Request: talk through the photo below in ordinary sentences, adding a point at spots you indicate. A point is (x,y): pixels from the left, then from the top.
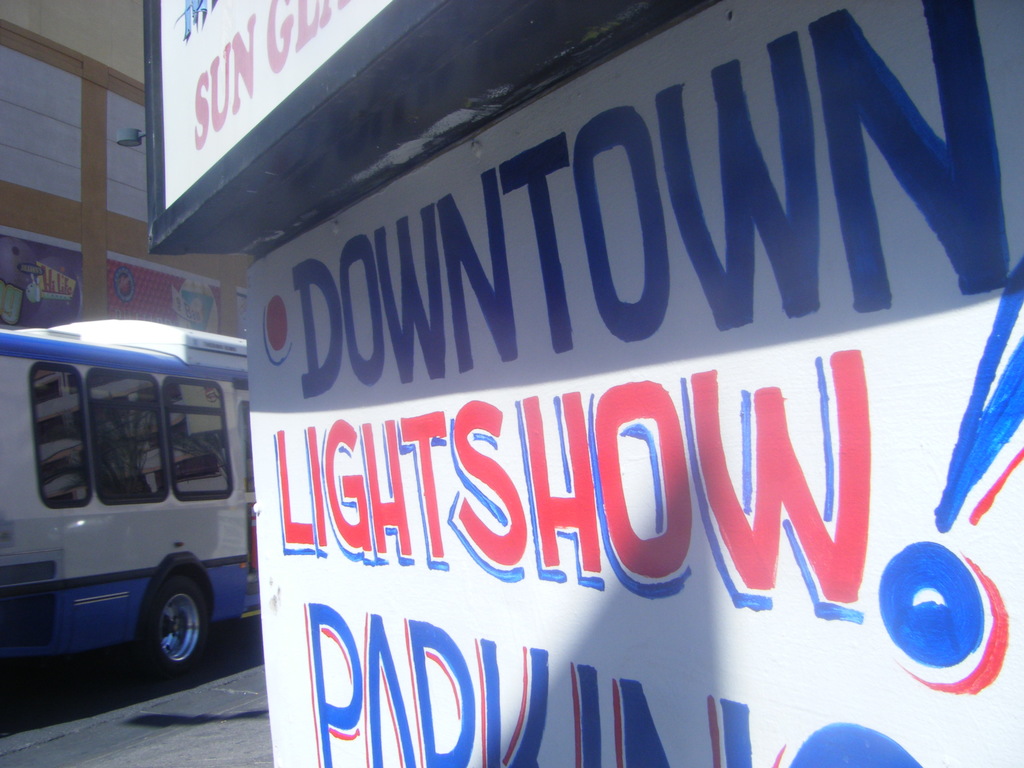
In the picture we can see a bus (27,605) on the road (242,764) which is blue and white in color with windows (76,394) and glasses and beside it, we can see a building wall (57,4) with some posters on it and in the opposite direction we can see a white color board (963,402) on it we can see it is written as downtown light show parking and some board (313,121) on top of it.
